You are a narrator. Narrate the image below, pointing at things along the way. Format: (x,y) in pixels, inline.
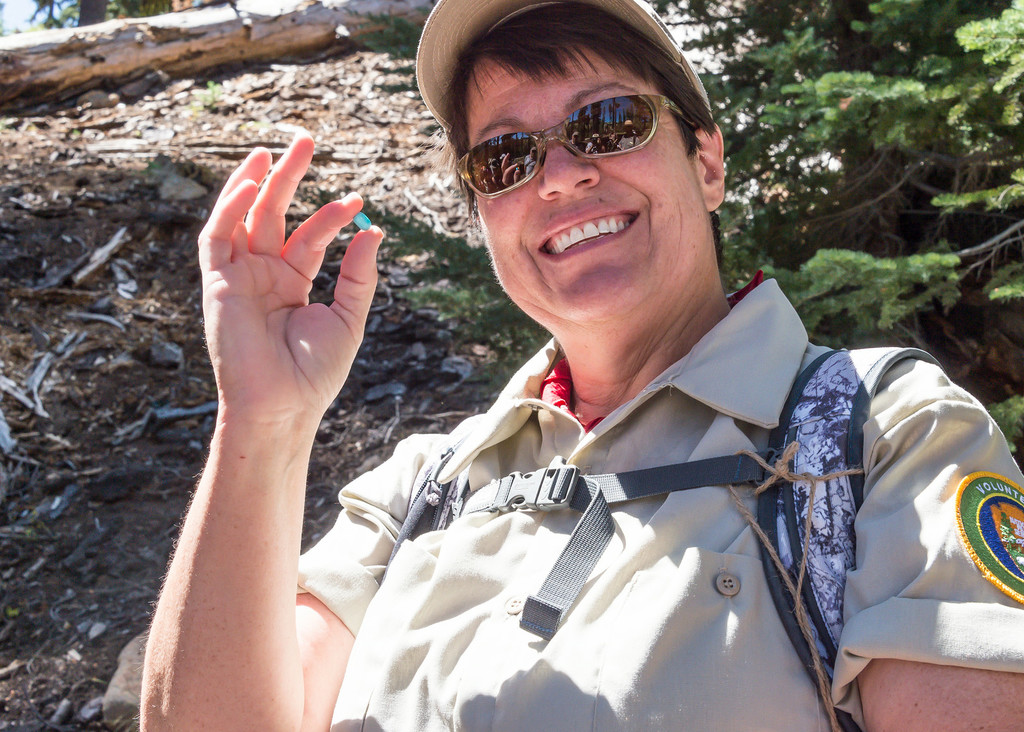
In this image I can see a person (661,431) and the person (761,664) is wearing uniform (769,681) and holding some object (363,214) which is in green color, background (21,8) I can see trees (413,230) in green color and the sky (12,18) is in white color.
